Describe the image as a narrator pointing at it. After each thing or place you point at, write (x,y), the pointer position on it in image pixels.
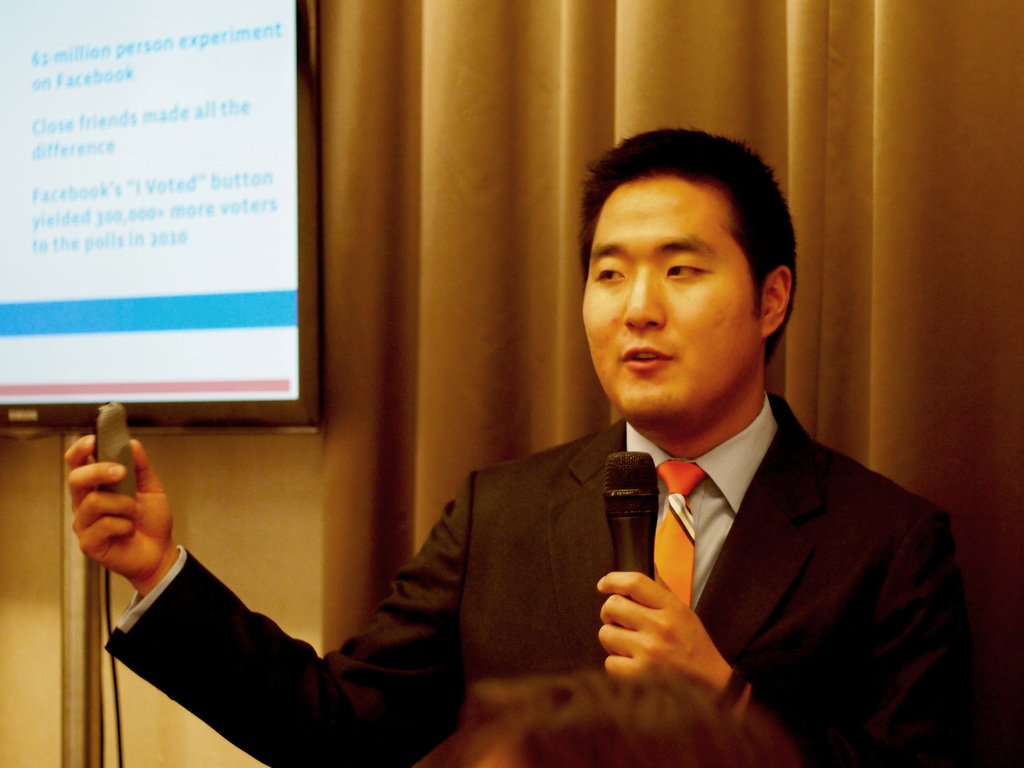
In the foreground of this image (793,409), there is a man (702,585) holding a mic (633,535) and an object (97,433) in his hands (639,605). At the bottom (604,729), there is a head (621,742) of a person (574,728). In the background (150,225), there is a screen (201,177) and the curtain (509,98).
